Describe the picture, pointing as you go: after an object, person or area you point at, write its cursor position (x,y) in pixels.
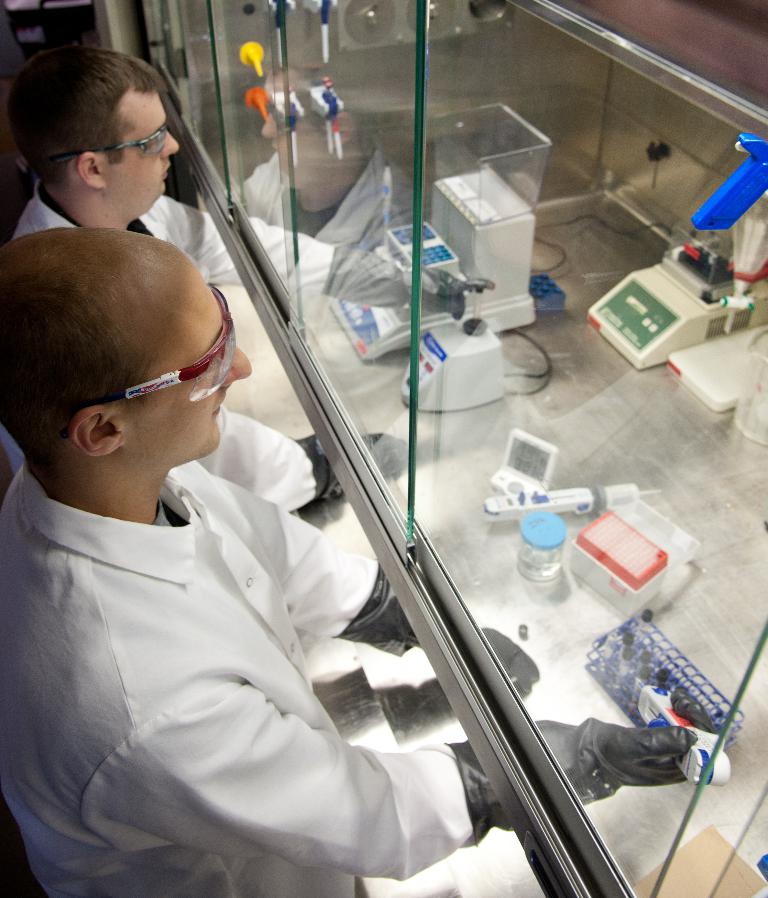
Here in this picture we can see two men (117,238) present over a place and they are wearing an apron (183,548), gloves (380,440) and goggles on them and in front of them we can see weighing machines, test tubes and other instruments (674,298) present on the table (619,383) over there.
